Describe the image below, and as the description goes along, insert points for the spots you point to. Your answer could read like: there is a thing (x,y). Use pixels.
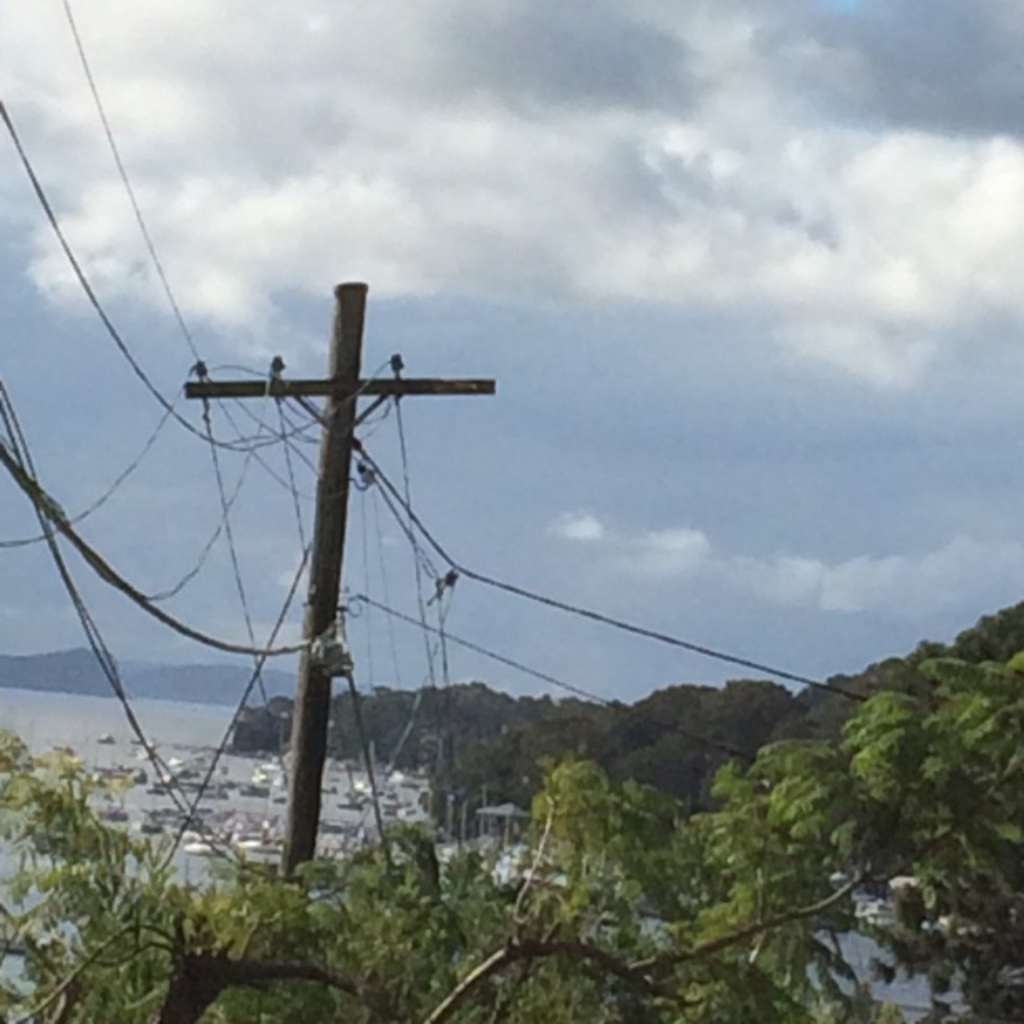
In this image I can see the current pole (300,801). To the right (702,844) there are many trees (568,808). To the left (282,795) I can see some boats (224,798) on the water (119,735). In the background (131,697) I can see the mountains (65,681), clouds (381,288) and the sky (404,142).
